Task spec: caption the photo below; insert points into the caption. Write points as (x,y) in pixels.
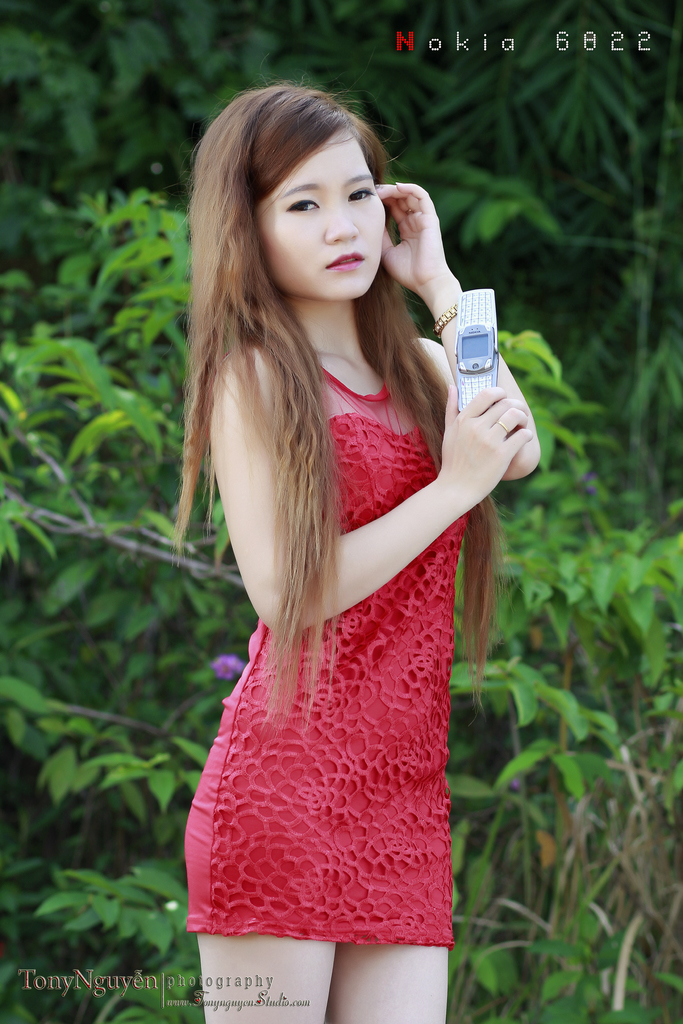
A girl (353,427) is standing wearing a red dress (323,680). She is holding a mobile (475,339). In the background (131,454) there are trees (101,294).
